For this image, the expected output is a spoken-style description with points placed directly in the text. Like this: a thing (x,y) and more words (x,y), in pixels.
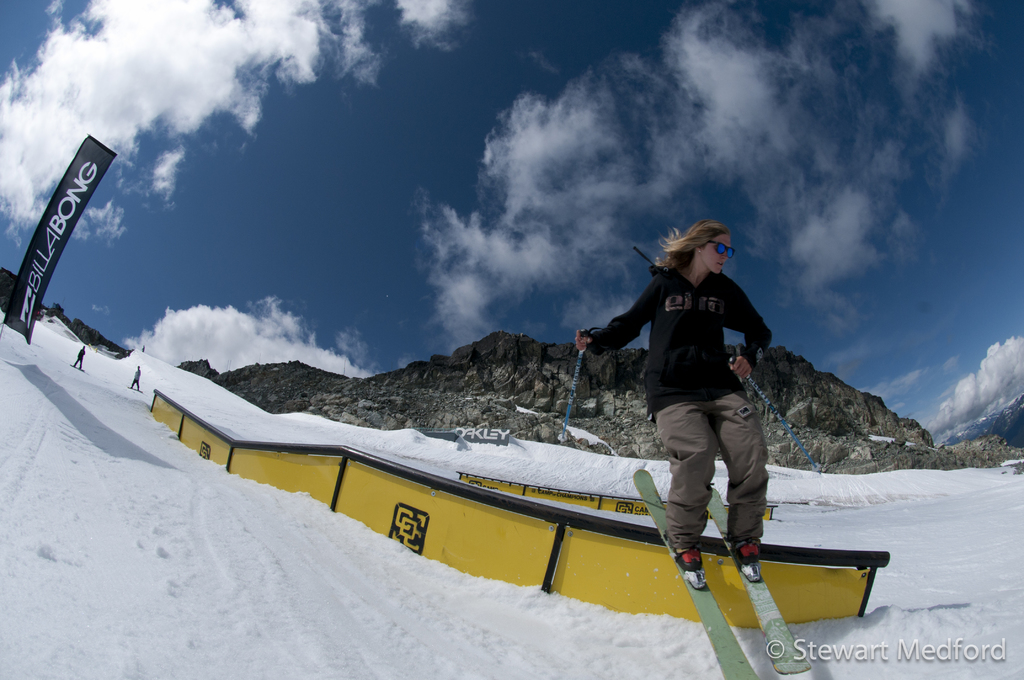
In this image, we can see a person (741,366) above the snow (550,618) with ski boards (728,650) and holding sticks (772,405) with her hands (744,369). There is a banner (18,321) on the left side of the image (46,244). There is a hill (618,432) in the middle of the image (360,388). There are clouds (590,85) in the sky (724,93). There is a metal wall (409,541) at the bottom of the image (371,527).
